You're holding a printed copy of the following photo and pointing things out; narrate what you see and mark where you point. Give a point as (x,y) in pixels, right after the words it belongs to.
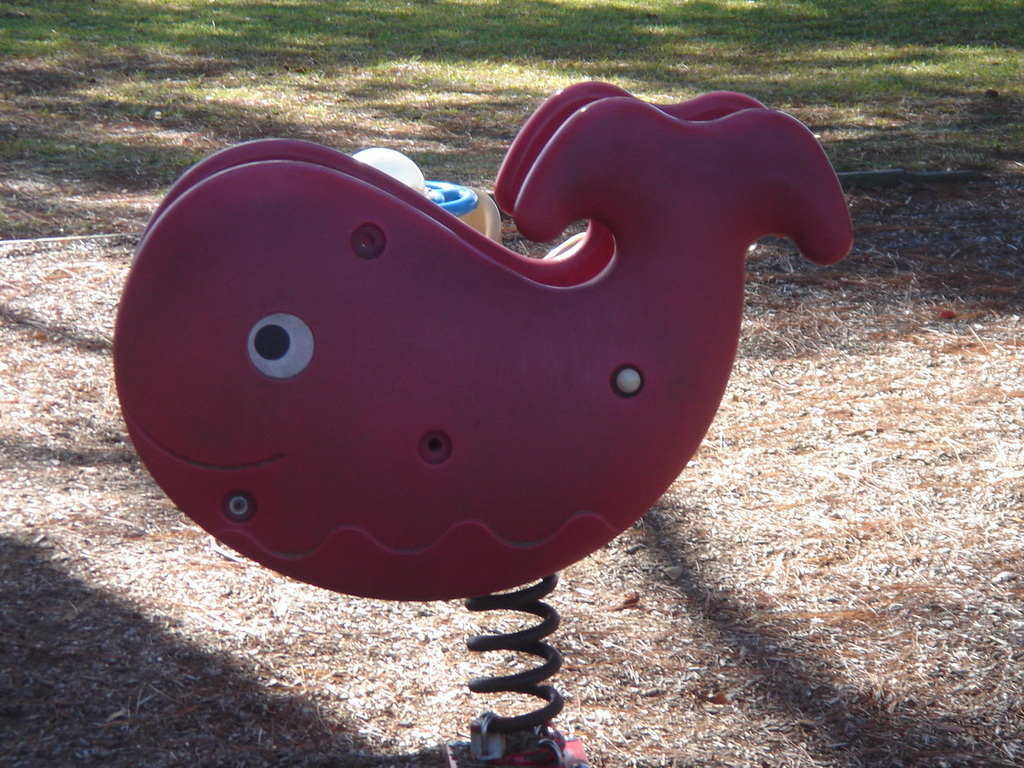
In this image I can see a toy fish (537,188) and the fish (566,521) is in pink color and I can also see a spring (516,646). Background (698,9) the grass (559,64) is in green color.
